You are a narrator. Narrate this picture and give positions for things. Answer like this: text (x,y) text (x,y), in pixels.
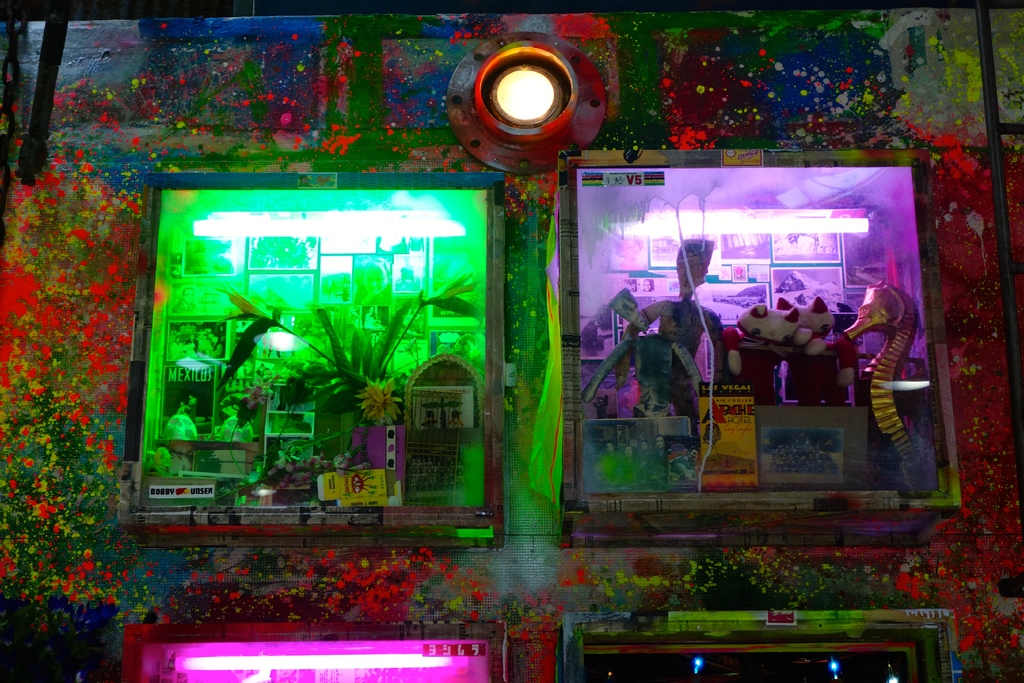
This picture consists of display boxes (209,182) in the image, which contains different images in it.
